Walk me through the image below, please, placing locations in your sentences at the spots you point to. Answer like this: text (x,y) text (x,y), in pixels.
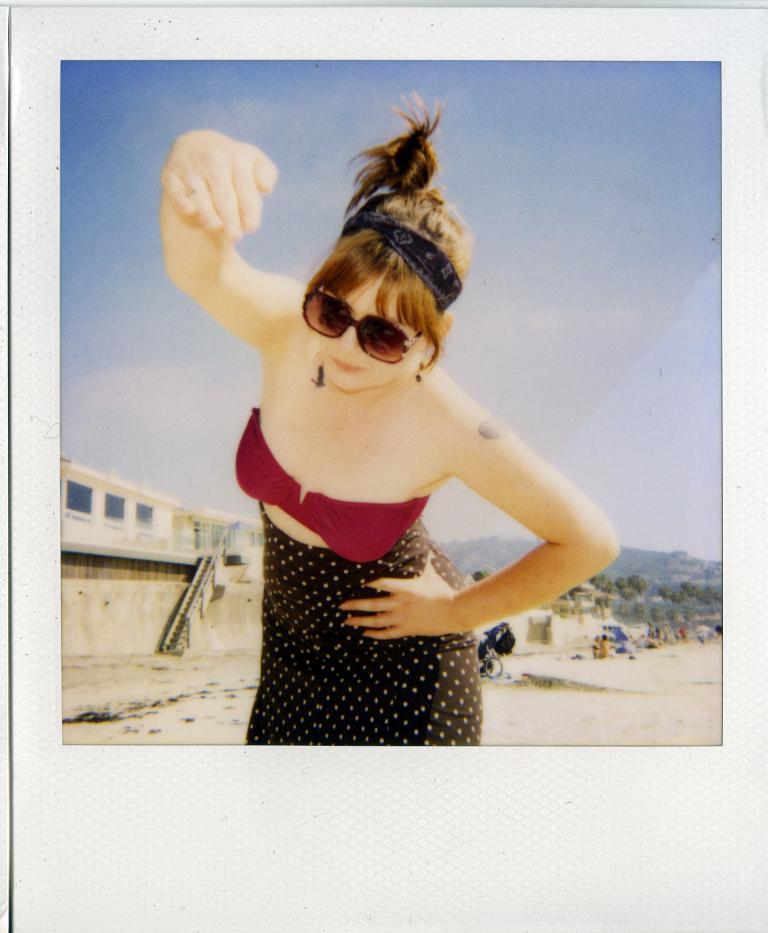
In this image we can see a woman (274,449) and she wore goggles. Here we can see a building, trees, mountain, and objects (493,678). In the background (518,361) there is sky (547,81).
